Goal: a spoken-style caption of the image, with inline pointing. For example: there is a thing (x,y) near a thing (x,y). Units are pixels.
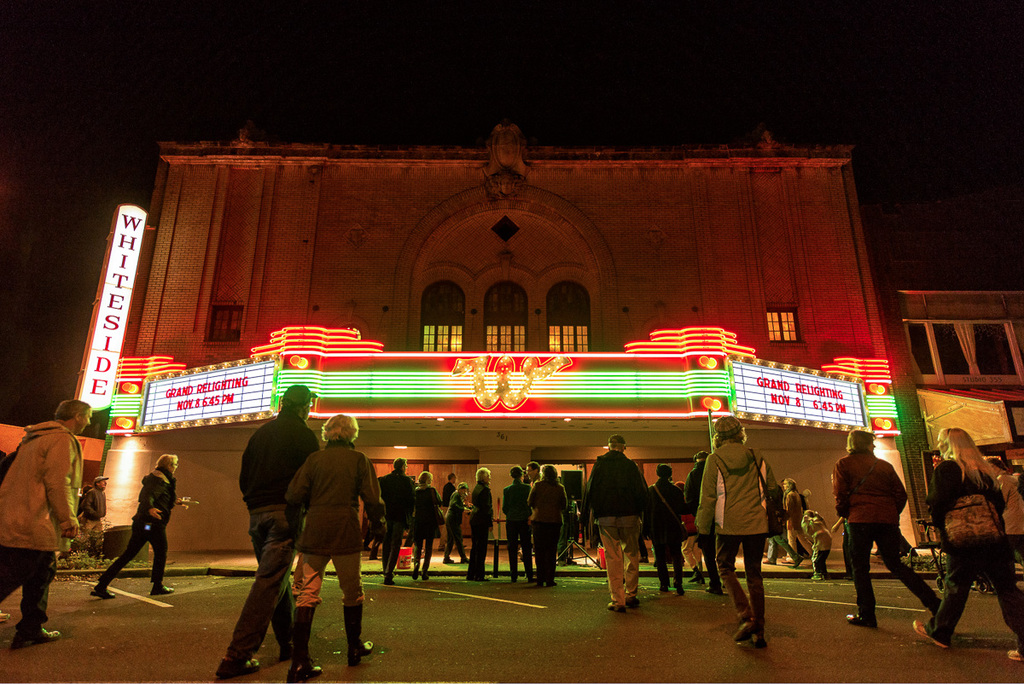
In this image there are group of people (65,441) standing, there are light boards (267,413) to the building (679,158), and there is sky (179,26).
